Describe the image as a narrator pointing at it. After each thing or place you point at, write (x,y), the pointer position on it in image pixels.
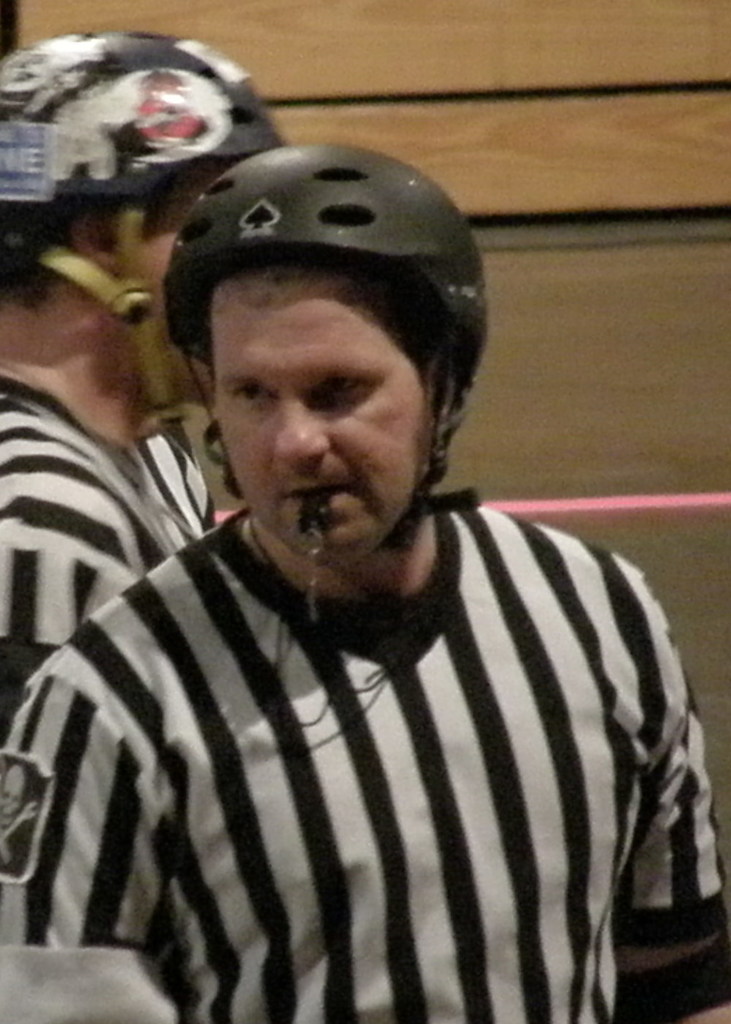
In this image there are two persons (349,381) wearing helmets (391,232).
